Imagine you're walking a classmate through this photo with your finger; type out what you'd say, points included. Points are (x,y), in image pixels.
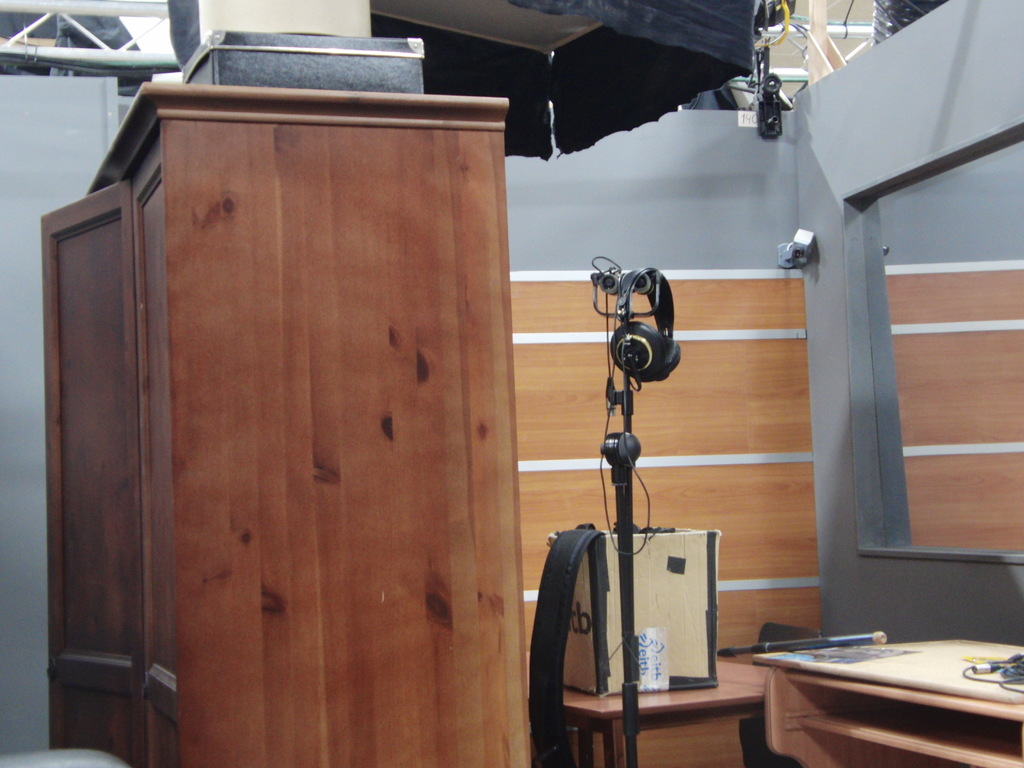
In this picture we can see a box (396,70) on a cupboard (313,300), stand (628,699), tables (712,689), stick (808,648), headset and in the background (677,165) we can see the wall (711,342).
